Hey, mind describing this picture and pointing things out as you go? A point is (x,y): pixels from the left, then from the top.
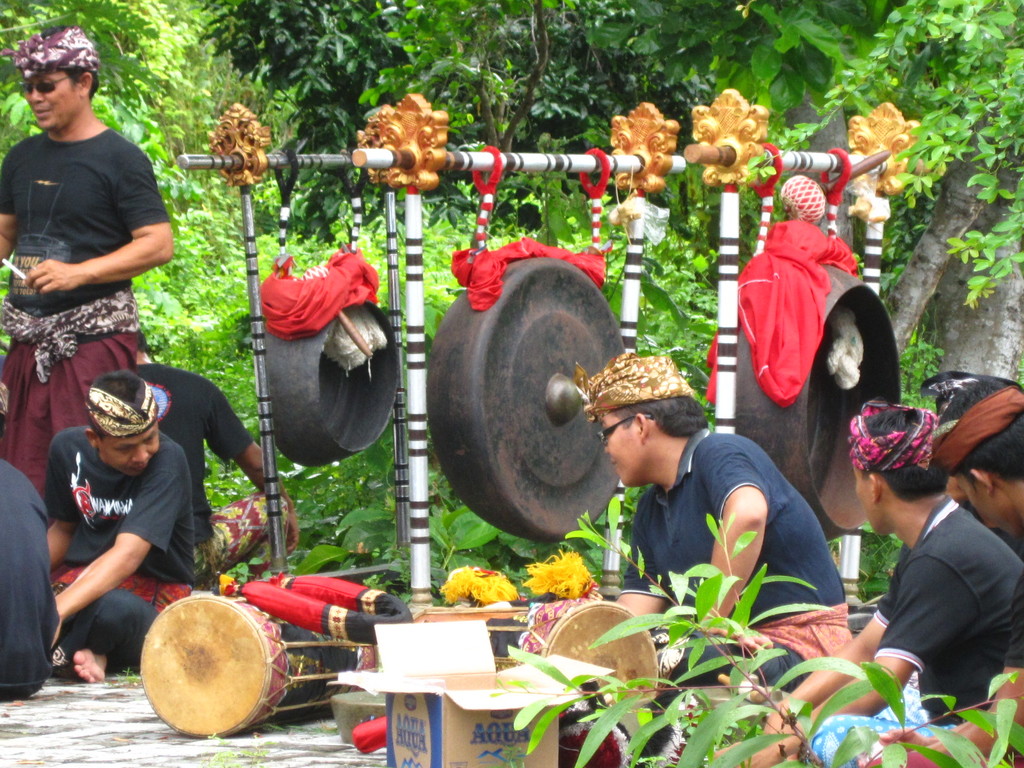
This image is clicked outside. There are trees (461,200) and plants (604,99) in the back side (680,119). There are so many people (3,460) sitting and they are wearing a cloth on head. There are so many musical instruments (216,664) in front of them. There is a box (421,699) in the bottom (478,719), there is a person (30,206) standing on the left side (38,35).
